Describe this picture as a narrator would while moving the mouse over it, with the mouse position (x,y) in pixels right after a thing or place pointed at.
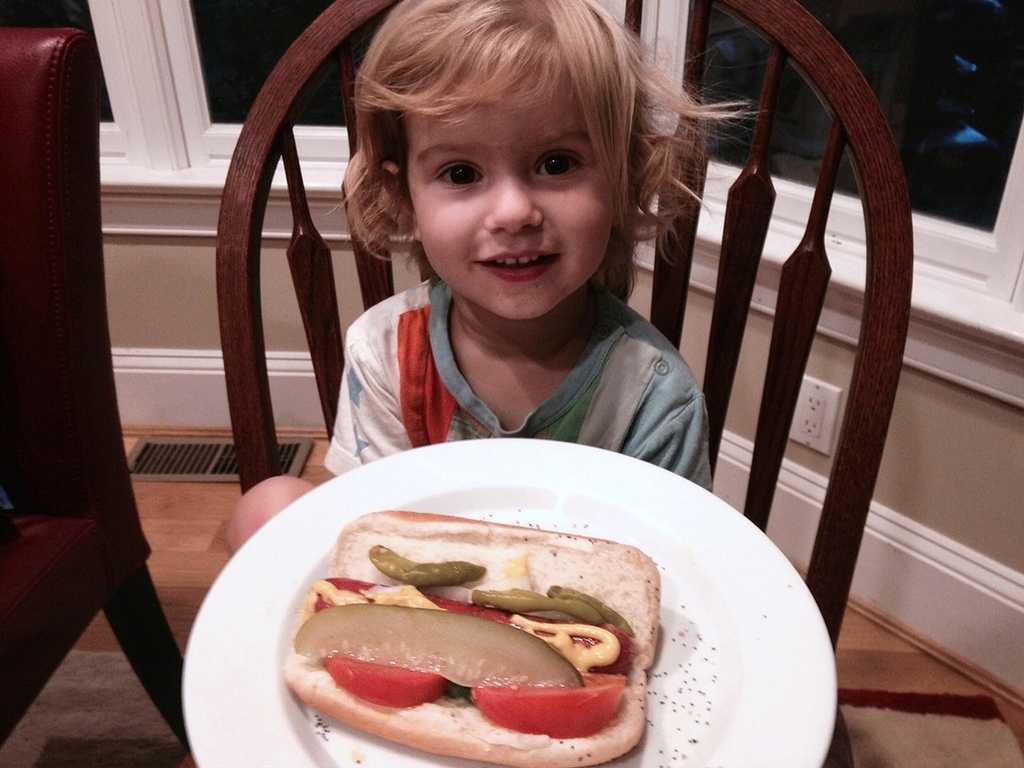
In this we can see food (504,606) in the plate (671,543), and a kid (485,287) is holding the plate (324,565), and he is seated on the chair (755,260).
